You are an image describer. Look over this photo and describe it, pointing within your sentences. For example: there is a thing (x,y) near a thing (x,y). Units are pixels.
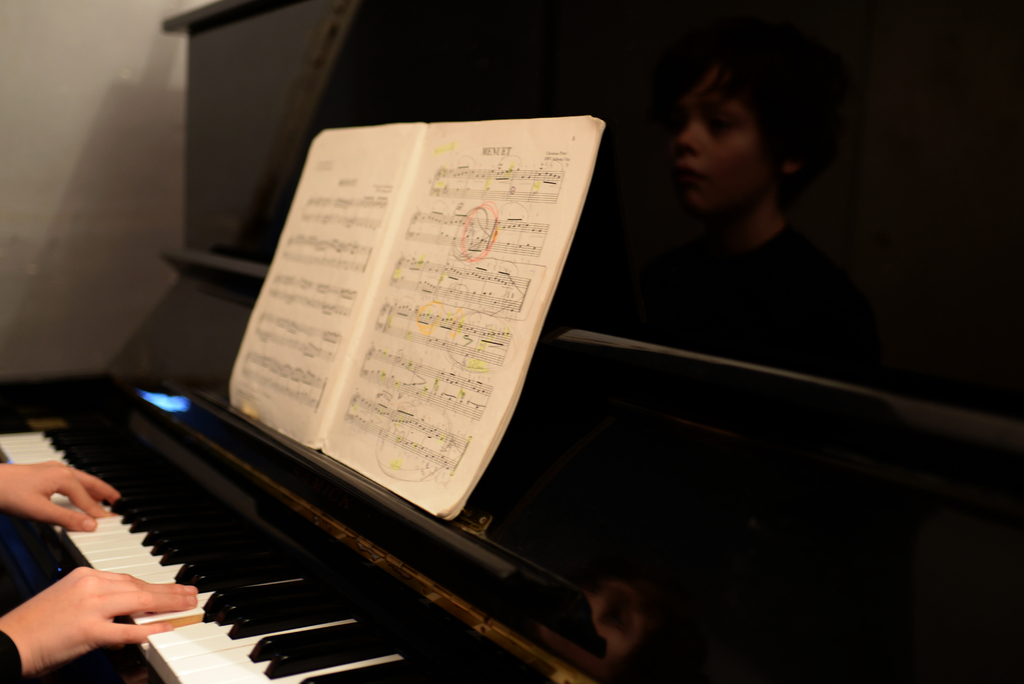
As we can see in the image there is a boy (739,273), book (461,314) and musical keyboard (145,428).
